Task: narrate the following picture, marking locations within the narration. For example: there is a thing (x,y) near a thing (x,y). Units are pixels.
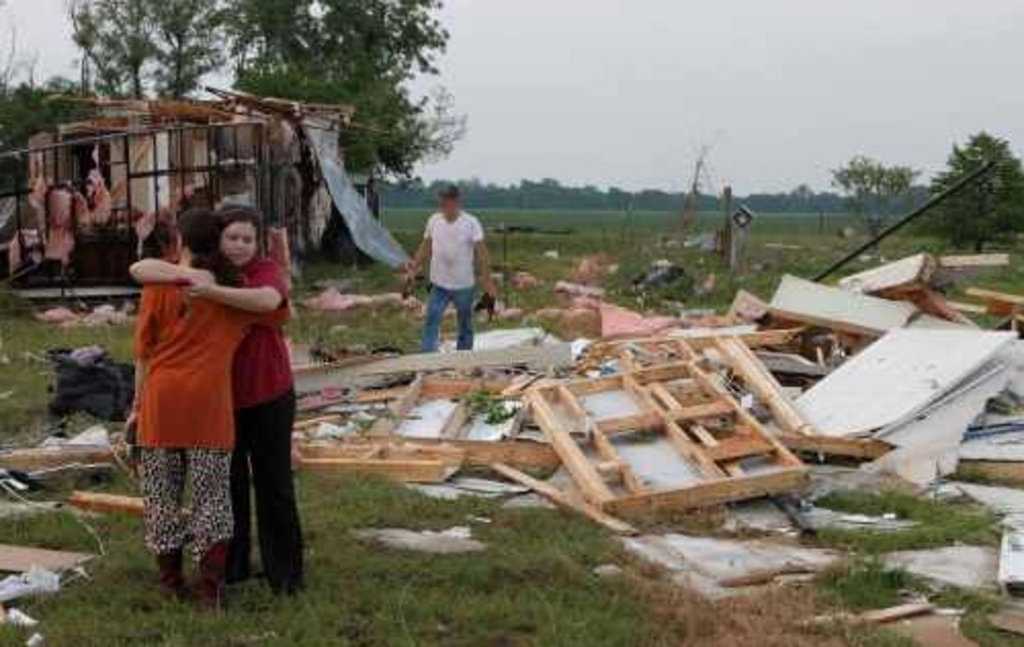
In this image we can see three persons (262,303) standing on the ground (347,320), among them two persons (141,443) are holding the objects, there are some wooden sticks (770,399), boards (844,366), bag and some other objects (485,400) on the ground (307,304), in the background (70,152) we can see a destructed building (129,101) and also we can see some trees (391,67), grass (624,230) and the sky (684,66).
